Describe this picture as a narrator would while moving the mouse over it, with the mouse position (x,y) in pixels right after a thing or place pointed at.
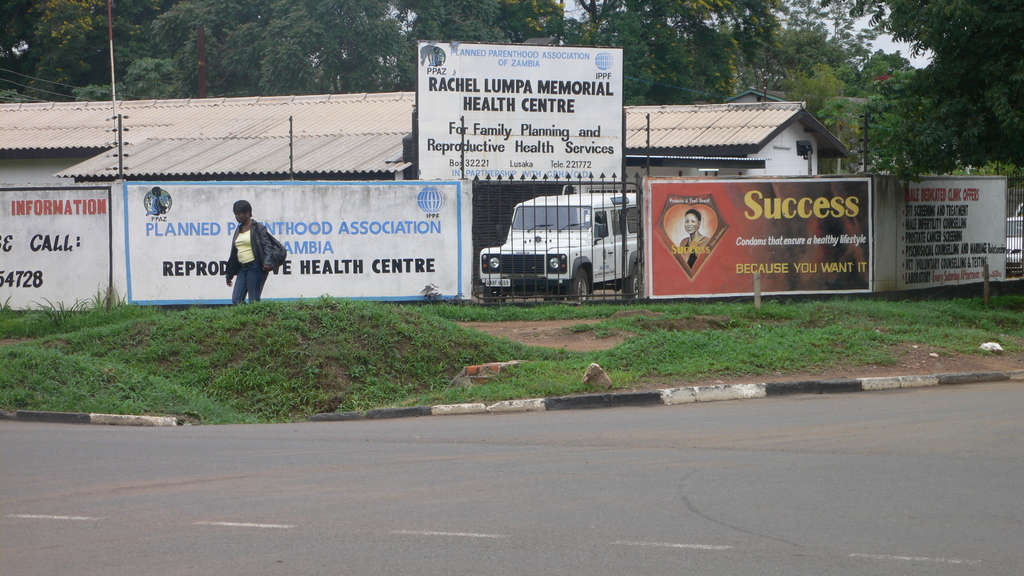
Here we can see a woman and this is grass (423,355). There are vehicles (581,224) and this is road (857,501). Here we can see a wall (456,224), poster (670,253), board (494,138), poles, and a house (793,132). In the background (686,54) there are trees (851,50) and this is sky (882,38).
